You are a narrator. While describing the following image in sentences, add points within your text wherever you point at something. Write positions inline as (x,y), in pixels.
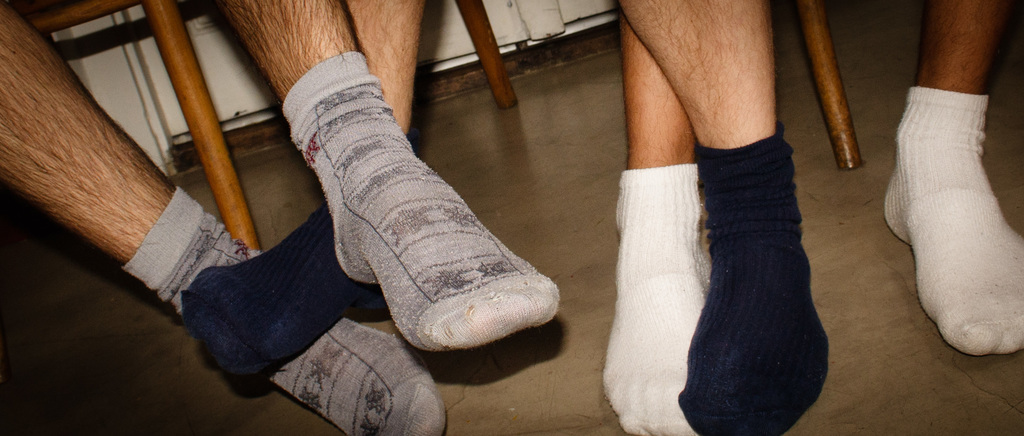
In this image we can see human legs (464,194).
